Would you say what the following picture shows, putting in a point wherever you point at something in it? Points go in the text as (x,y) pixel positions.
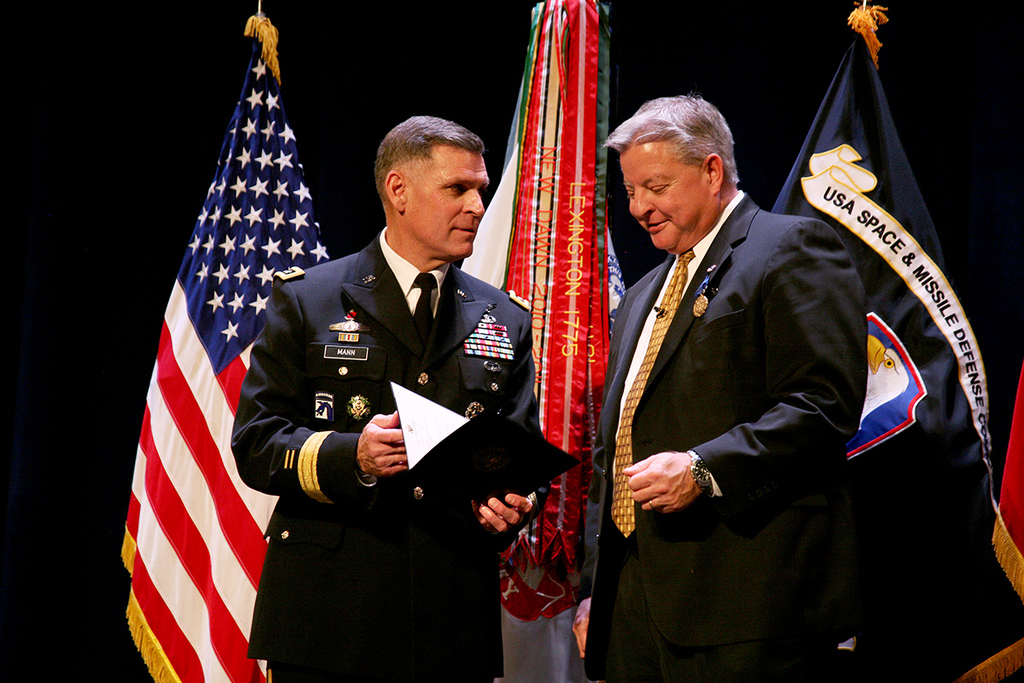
In this image we can see two persons (781,278) are standing, and smiling, they are wearing a suit (757,415), and holding a book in the hands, at the back (283,193) there are flags (864,226), the background (71,146) is dark.
